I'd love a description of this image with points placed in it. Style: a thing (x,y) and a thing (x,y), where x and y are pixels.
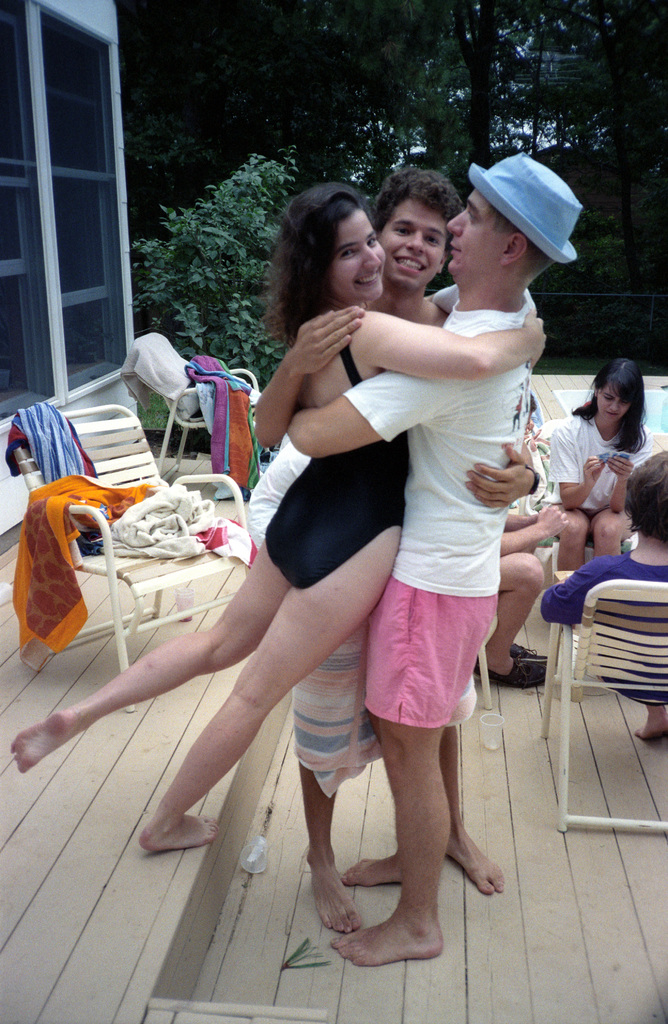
In this image I can see few persons (483,465). In front (469,545) the person (473,525) is wearing white and pink color dress (439,586). In the background (128,506) I can see few clothes (212,438) on the chairs (130,549) and I can also see few glass windows (67,222) and few trees (227,208) in green color.
